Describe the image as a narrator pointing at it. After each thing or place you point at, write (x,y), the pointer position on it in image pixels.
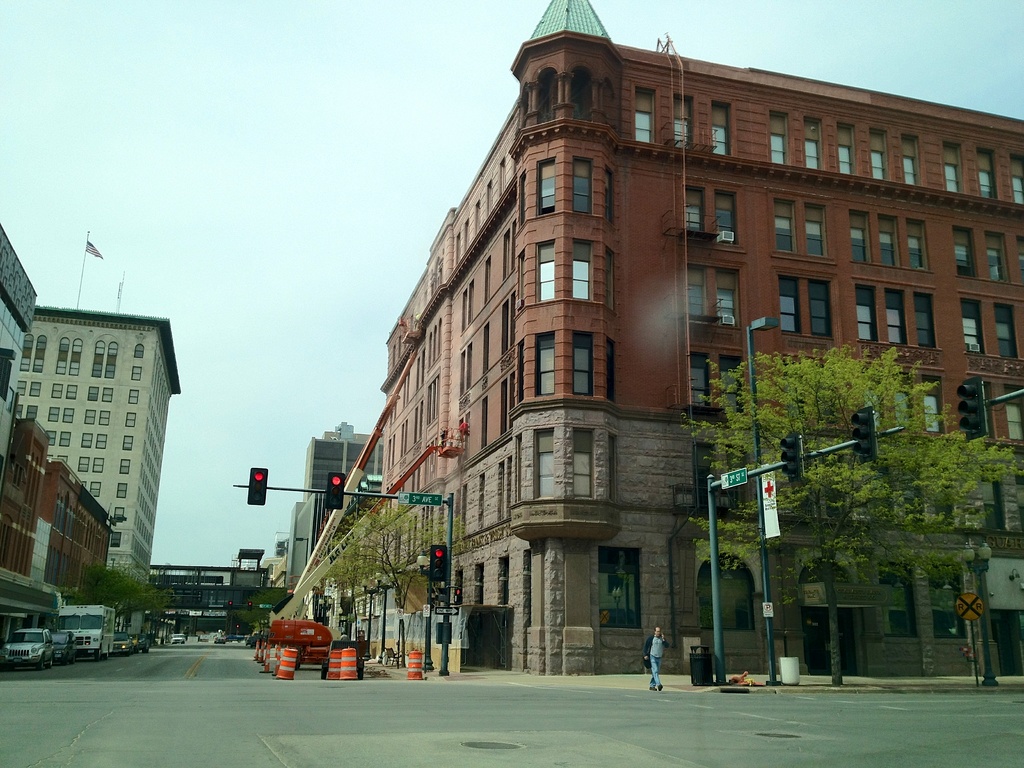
In this image we can see buildings (654,400), person (659,655), vehicles (275,635), sign boards (406,500), light poles (378,496), signal lights (335,489), trees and objects (289,668). Above this building (77,356) there is a flag (92,242). This is sky (286,151). To these buildings (771,247) there are windows (34,388). Beside these poles (715,642) there are bins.
